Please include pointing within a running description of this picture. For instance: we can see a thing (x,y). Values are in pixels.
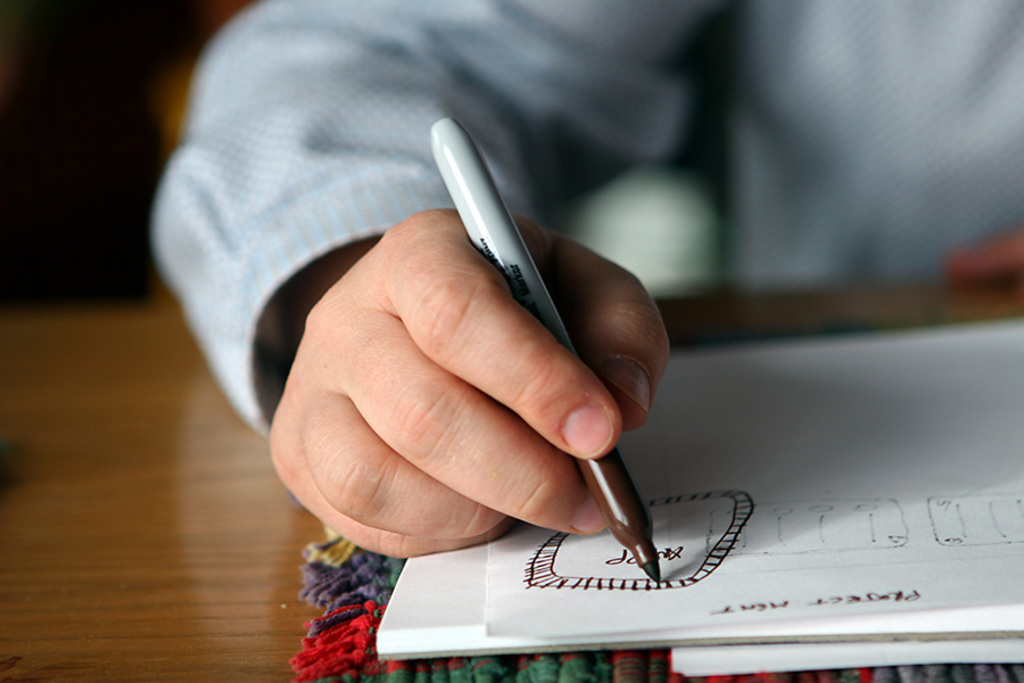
In this image I can see the person (451,315) holding the pen (633,549). In front (619,584) I can see the book (492,632) on the table (104,550) and the table (86,508) is in brown color and I can also see the cloth (355,618) in multicolor.
